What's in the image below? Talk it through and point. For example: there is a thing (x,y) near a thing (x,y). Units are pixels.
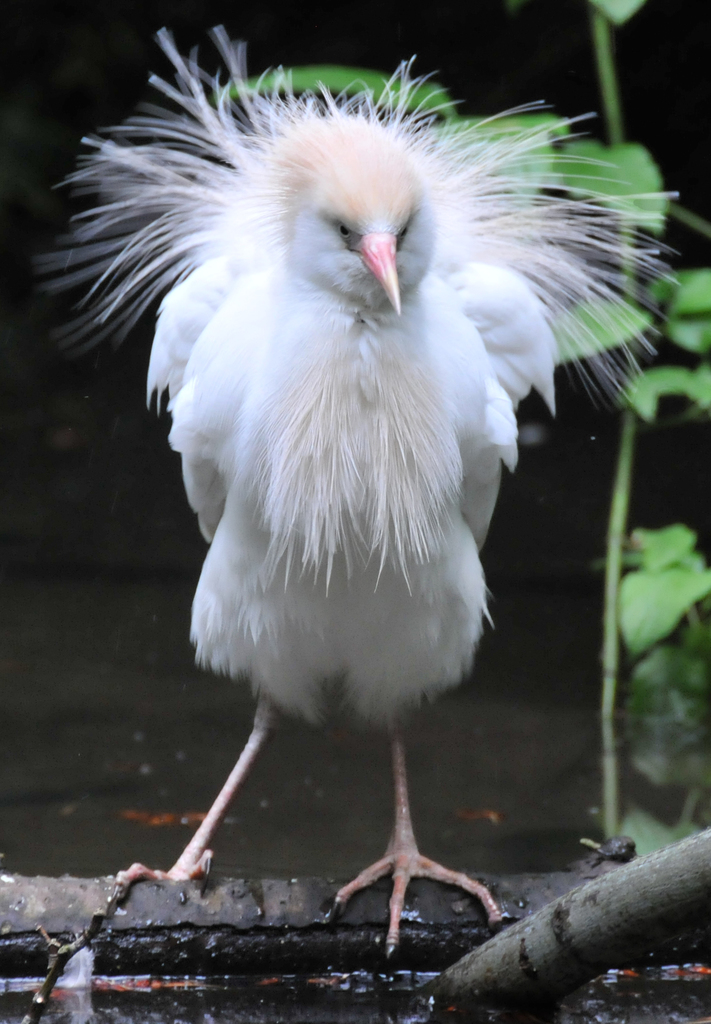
In this picture I can see a bird (432,525) standing, there is water (326,801), and in the background (627,6) there is a branch (614,542) with leaves (620,18).
